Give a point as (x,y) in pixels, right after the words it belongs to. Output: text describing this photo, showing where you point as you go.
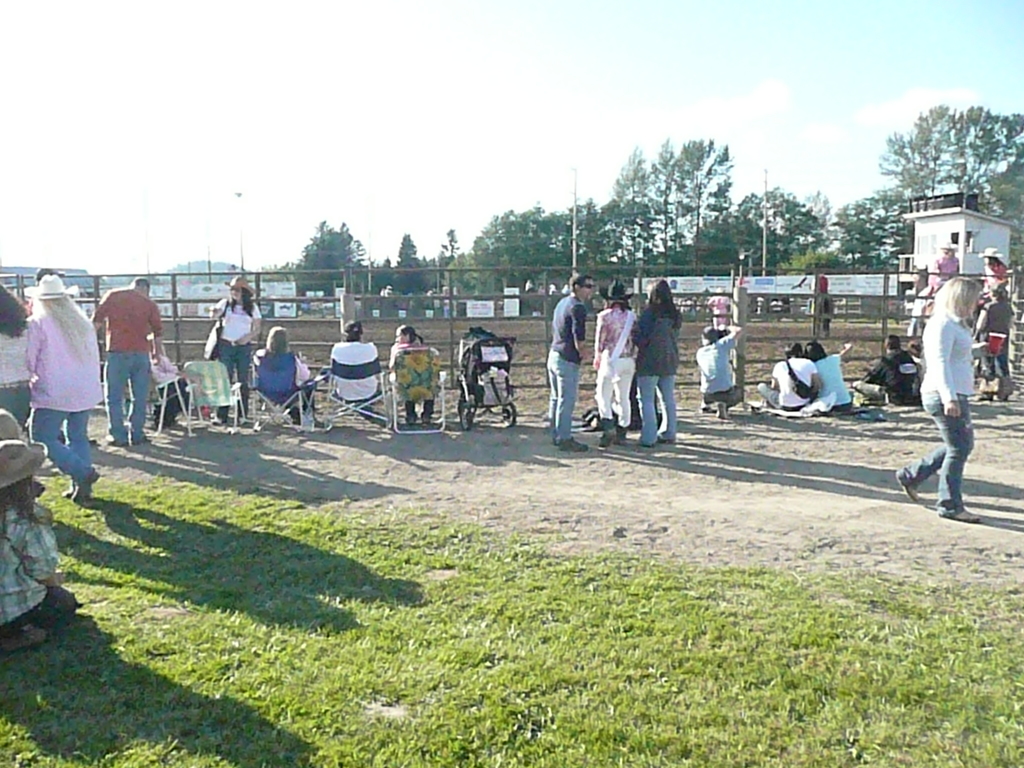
In this image I can see the ground (752,522), some grass (594,632), few persons (31,355) standing and few persons (890,371) sitting. In the background (348,283) I can see the railing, few boards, few trees (647,220) which are green in color, few poles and the sky (577,99).
